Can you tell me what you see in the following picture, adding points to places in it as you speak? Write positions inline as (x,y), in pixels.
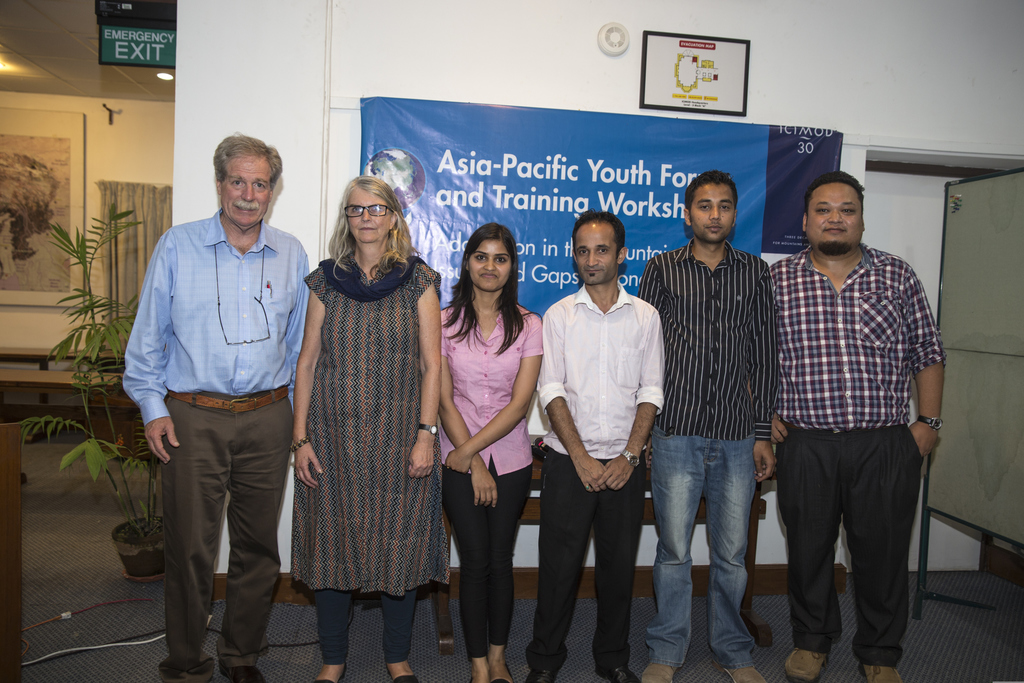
In this image I can see a group of people (685,463). On the left side (145,541) I can see a plant (56,418). In the background (660,202), I can see some text (563,200) written on the wall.
